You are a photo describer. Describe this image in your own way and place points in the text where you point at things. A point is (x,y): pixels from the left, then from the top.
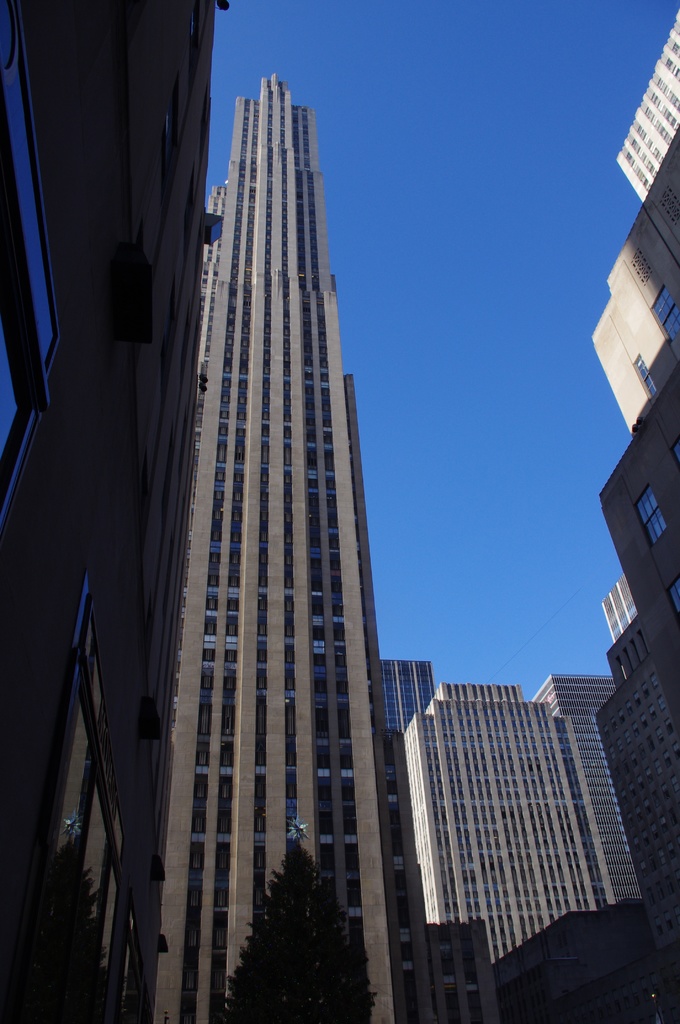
In this picture I can see the tower buildings (327,559). I can see a tree (289,937). I can see the sky (410,261).
